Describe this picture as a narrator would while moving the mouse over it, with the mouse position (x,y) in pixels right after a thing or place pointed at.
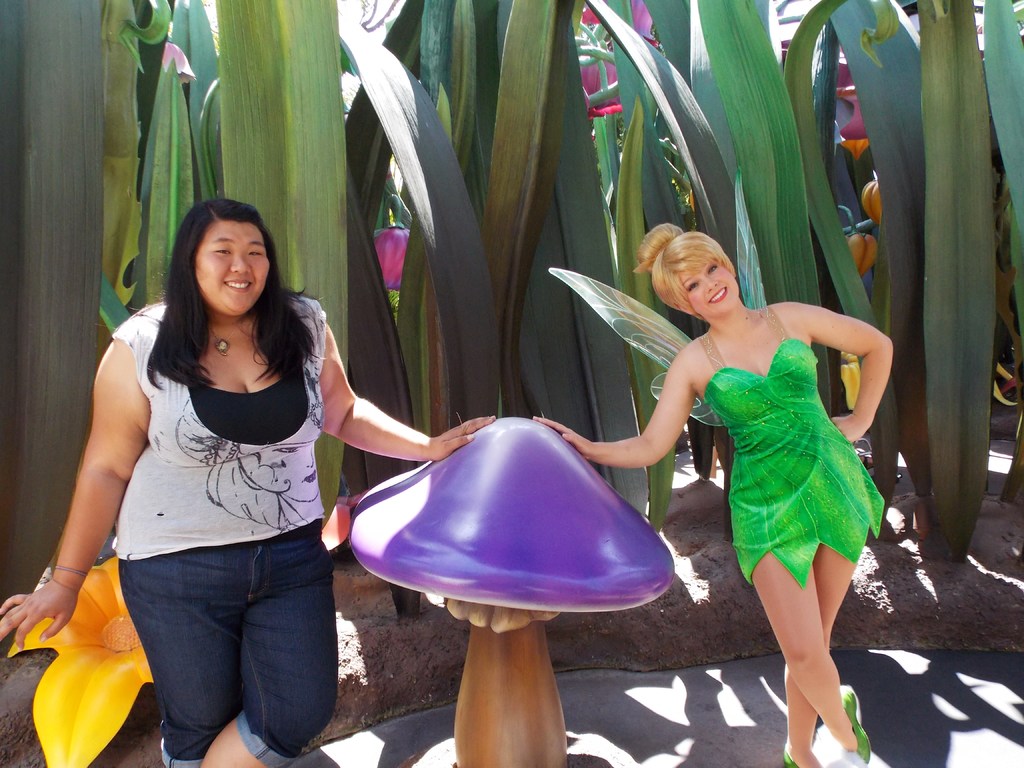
In this picture there is a woman (173,420) who is wearing white t-shirt (215,525), jeans (258,638) and locket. She is standing near to the purple color mushroom (544,557). Beside her I can see another woman (785,452) who is wearing green dress (799,448). Behind them I can see the leaves (640,171).
